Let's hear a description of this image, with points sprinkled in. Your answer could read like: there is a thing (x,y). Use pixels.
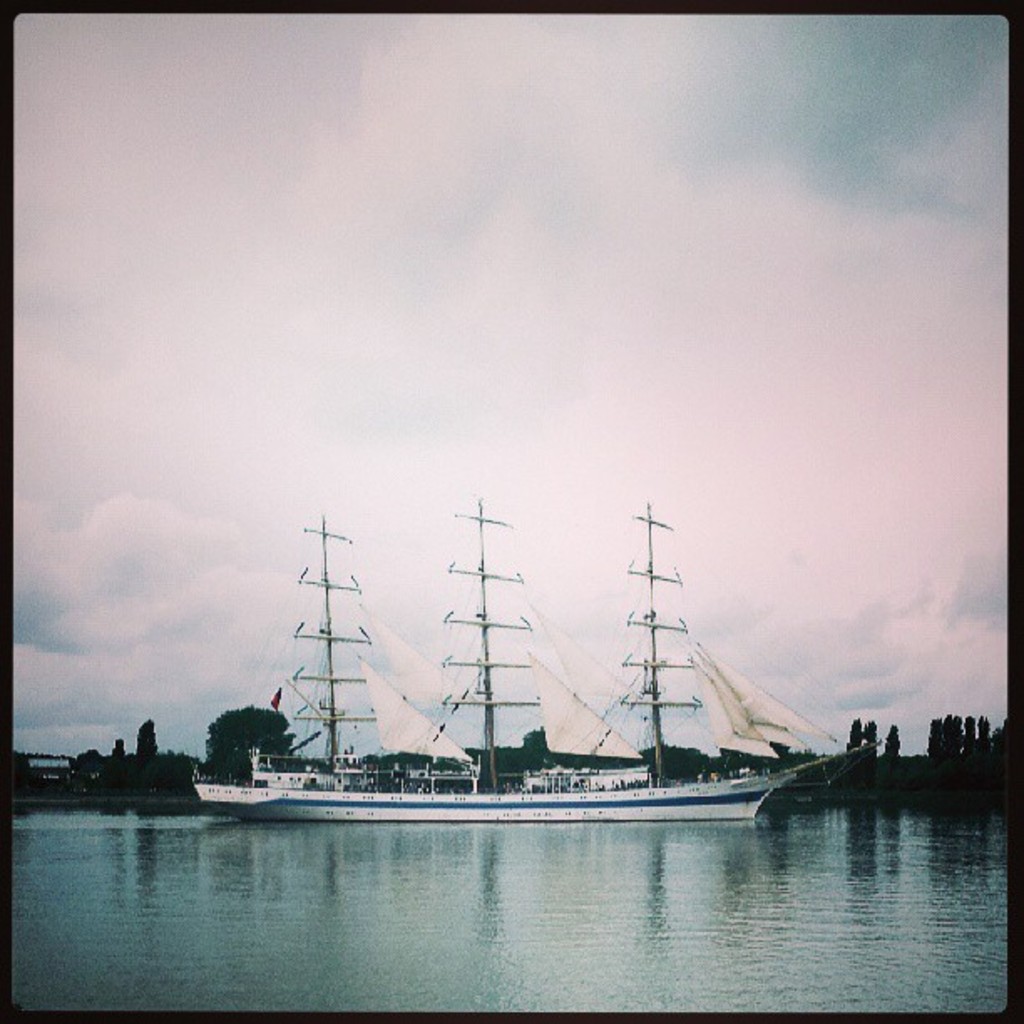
In this image there is a ship (754,740) on the river (568,909). In the background (772,771) there are trees (923,758) and the sky (415,334).
